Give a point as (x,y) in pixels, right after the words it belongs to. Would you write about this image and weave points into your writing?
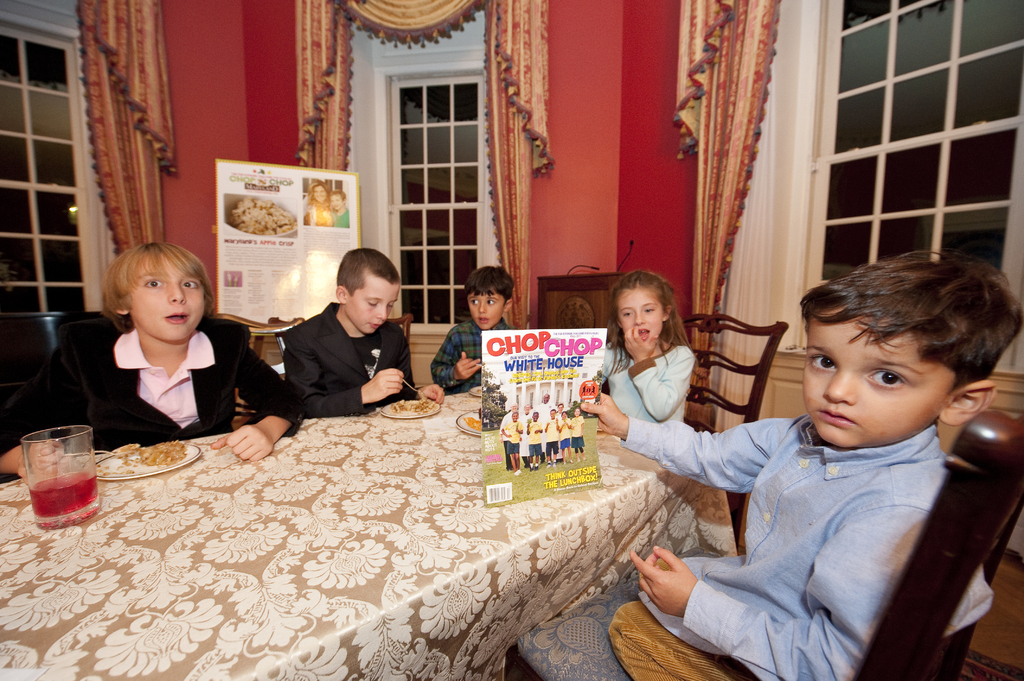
There are five members (324,336) are sitting on a chair (264,324). There is a table (227,534). There is a glass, plate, spoon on a table (227,514). On the right side (816,414) we have a boy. He's holding a book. We can see the background (30,180) there is a curtain (768,98) and window (23,198).
